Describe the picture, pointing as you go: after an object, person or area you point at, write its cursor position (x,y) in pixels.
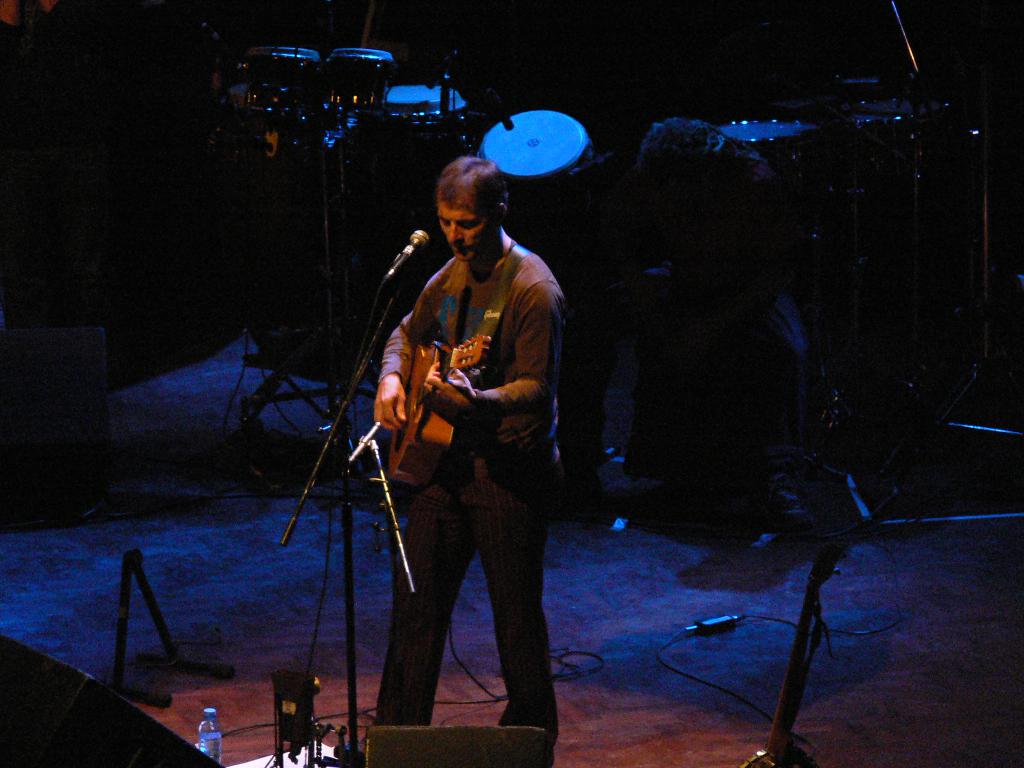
This picture shows a man (499,355) standing and playing guitar (407,435) and we see a microphone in front of him and the drums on his back.
